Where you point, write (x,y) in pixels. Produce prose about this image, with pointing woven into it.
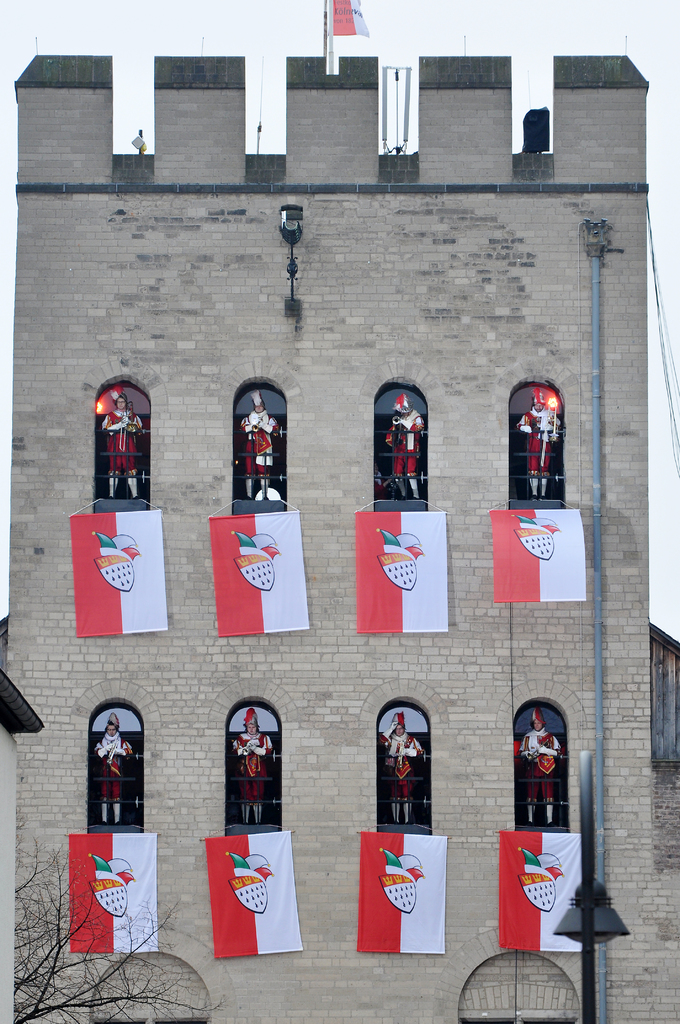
In this image we can see the brick buildings (337,232), flags (370,865) which are in red and white color and having logos (391,868) on it. Here we can see persons (117,775) standing near the windows (380,794), we can see light poles (582,883), tree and sky (145,126) in the background (669,165).
